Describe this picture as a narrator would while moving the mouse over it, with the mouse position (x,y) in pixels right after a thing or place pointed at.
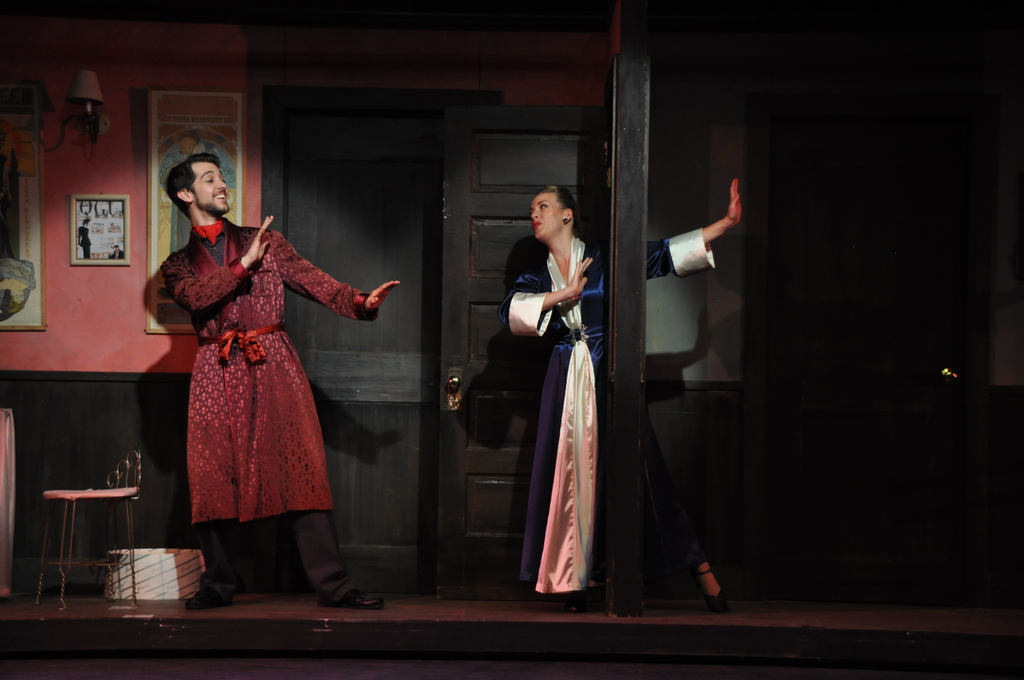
In this picture we can see a man (268,413) and woman (536,331), beside to them we can see a chair (74,505) and a box (127,581), in the background (120,392) we can find few frames (83,235) on the wall (67,237).
